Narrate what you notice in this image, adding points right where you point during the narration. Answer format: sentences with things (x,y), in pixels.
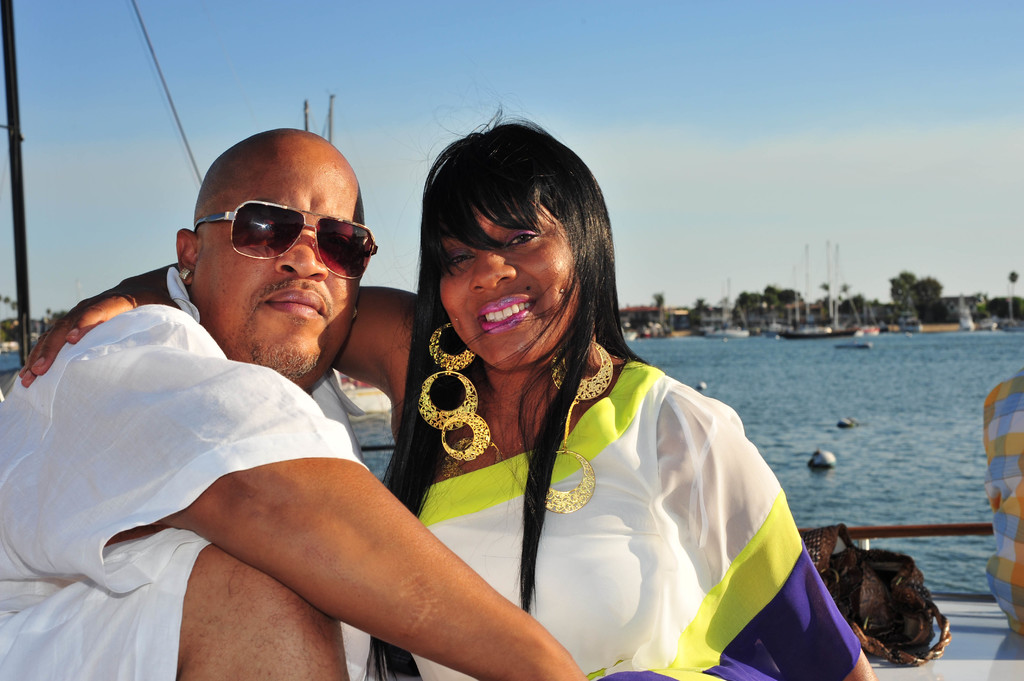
In this image we can see a sky (928,107). There are few water crafts (817,328) in the image. There are few people (589,489) sailing in the watercraft (976,663). There are few objects (939,629) in the watercraft (962,663). There are many trees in the image.
